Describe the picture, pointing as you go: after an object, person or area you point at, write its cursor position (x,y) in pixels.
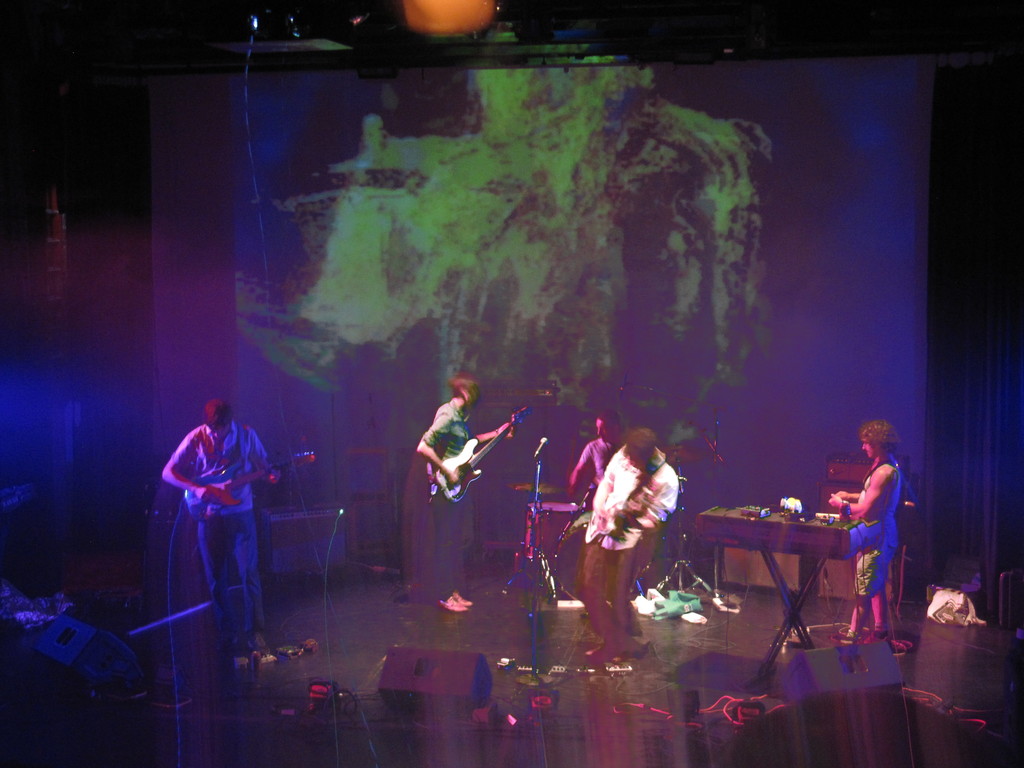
In this image there are 3 persons (596,578) standing and playing a guitar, another person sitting and playing drums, another man (858,570) standing near the piano (729,517), and back ground (912,217) there is a screen (606,247).
